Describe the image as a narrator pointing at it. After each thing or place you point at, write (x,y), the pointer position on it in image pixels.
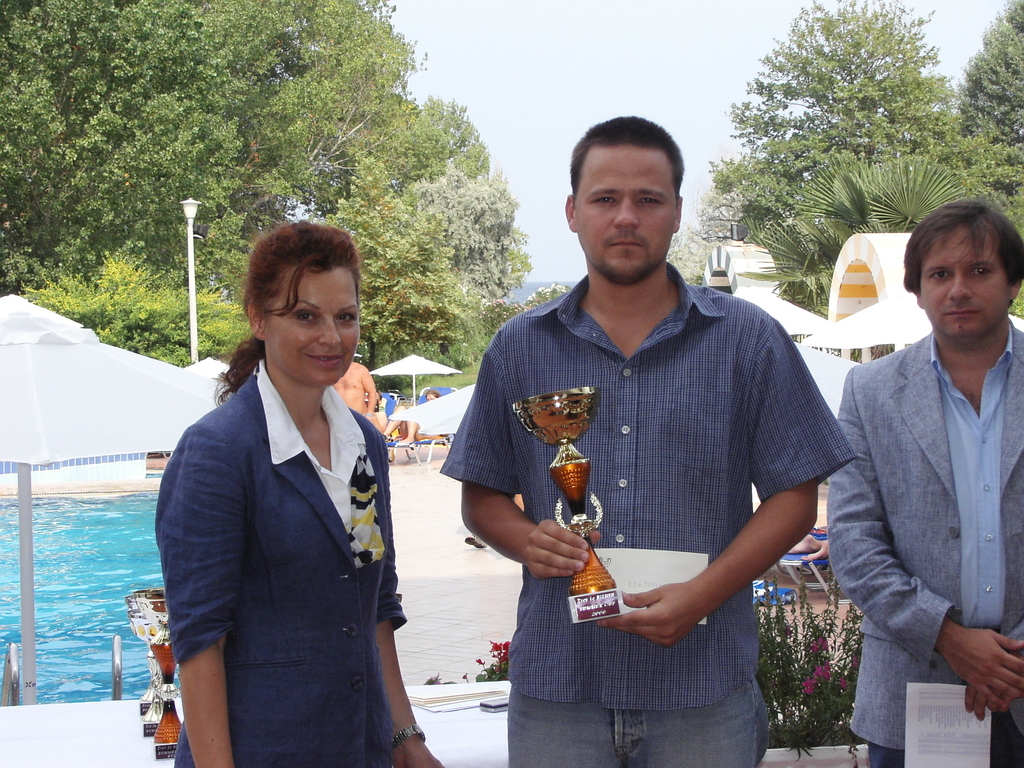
This picture shows a man (527,463) standing and holding a memento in his hand (633,618) and we see a paper (667,570) and we see a woman (259,458) and a man (860,460) standing on the side and we see trees (947,190) and couple of umbrellas (35,413) and we see a woman (402,410) seated on the chair (424,392) and a man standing and we see a swimming pool (116,621) and few plants (848,677) and we see a pole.
